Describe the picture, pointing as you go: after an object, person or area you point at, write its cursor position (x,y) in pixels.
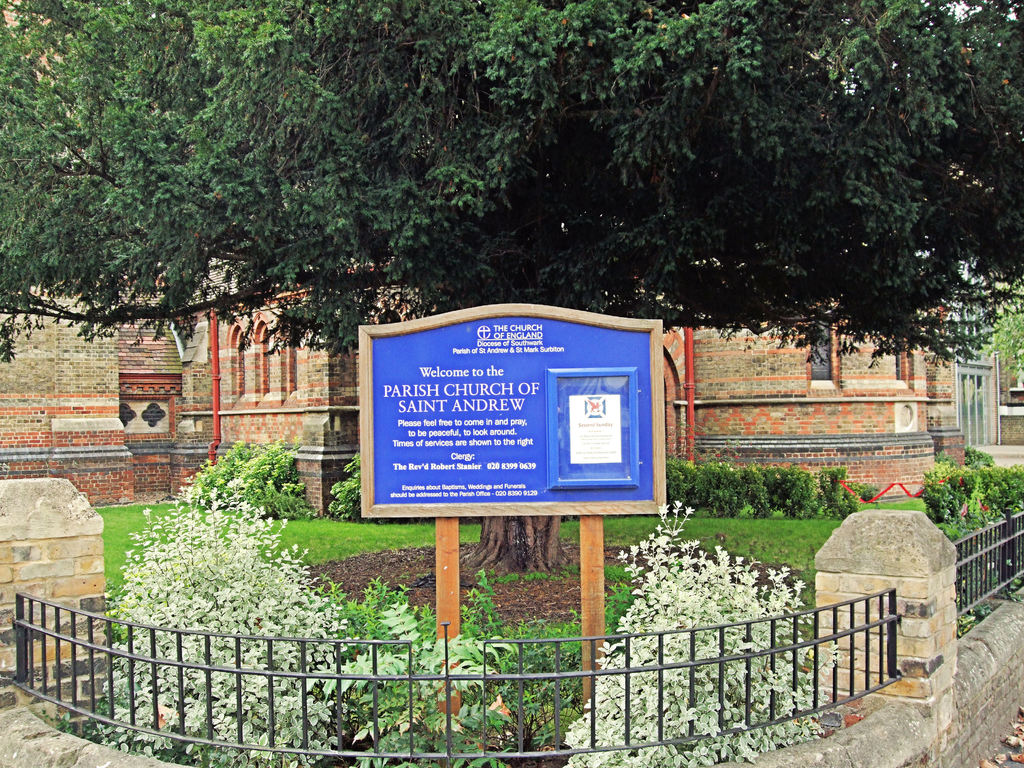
In this image I can see there is a building (924,357), in front of the building (78,423) I can see tree (269,144), in front of the tree (300,193) I can see a board (472,420), fence (130,666) and plants (560,625).
